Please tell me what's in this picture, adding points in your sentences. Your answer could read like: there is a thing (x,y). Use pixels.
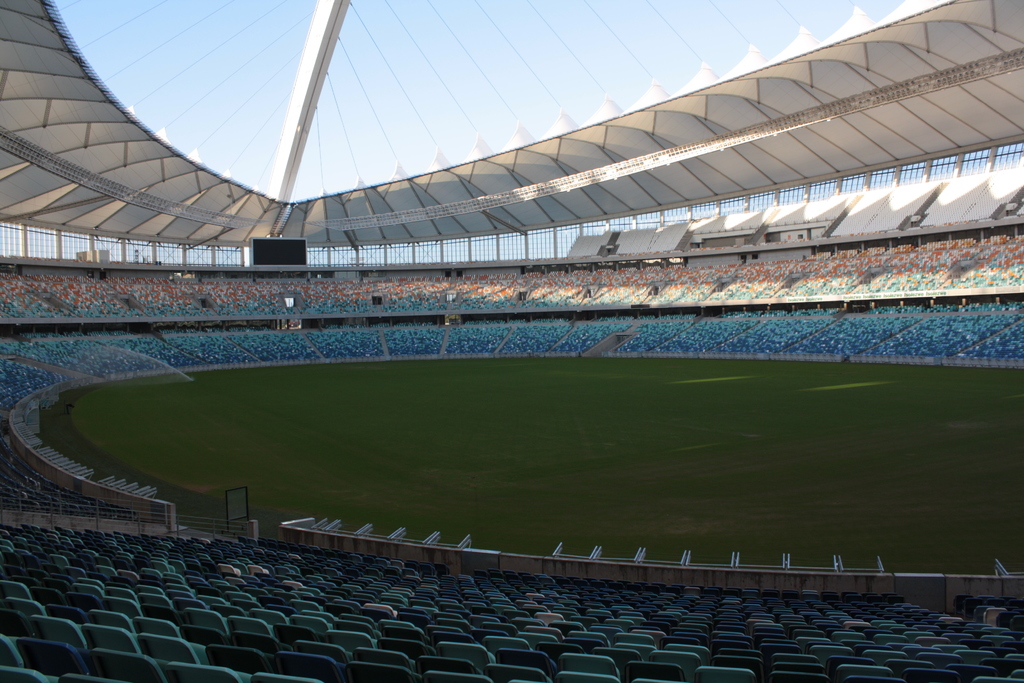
This picture is taken inside the stadium (727,491). In this image, we can see some chairs (227,559). In the background (295,252), we can see metal grill (11,143), black color board (255,253), we can also see the white color board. At the top (20,121), we can see some threads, roof (517,137) and a sky (580,121), at the bottom (708,491), we can see a grass (563,492).
